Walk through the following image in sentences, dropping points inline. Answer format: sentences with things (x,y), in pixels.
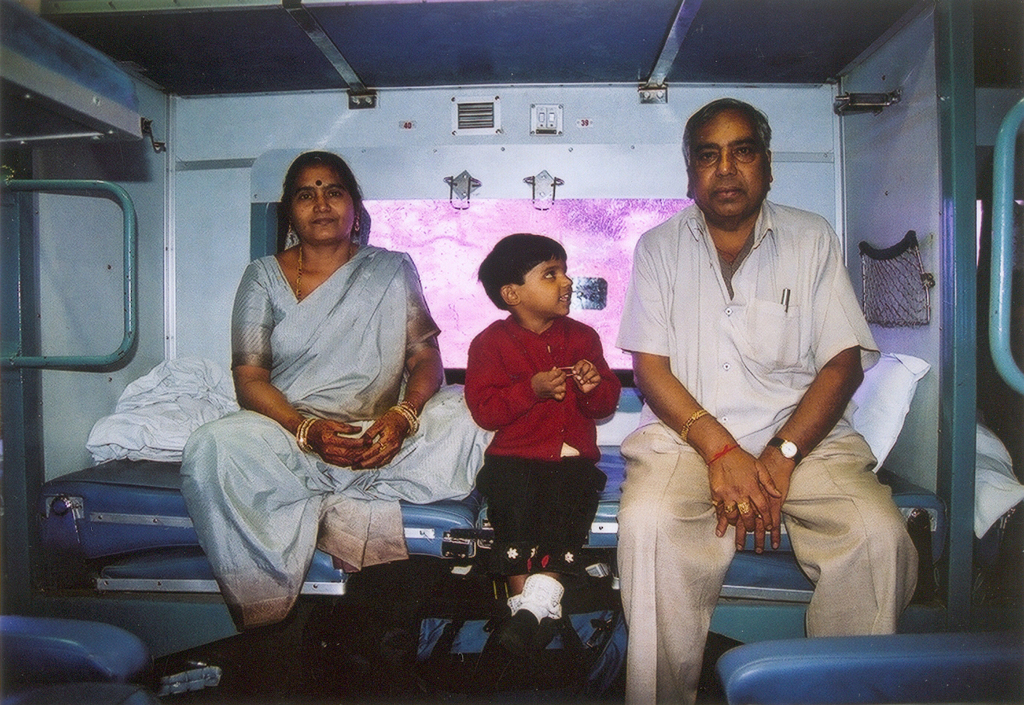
In this image a woman (353,343), boy (537,370) and a person (726,401) are sitting on the seats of a vehicle (1011,606). On the seat (113,468) there is a blanket (224,399) and a pillow (871,412). Behind them there is a window (597,308). Boy (594,373) is wearing a red jacket (547,356).
